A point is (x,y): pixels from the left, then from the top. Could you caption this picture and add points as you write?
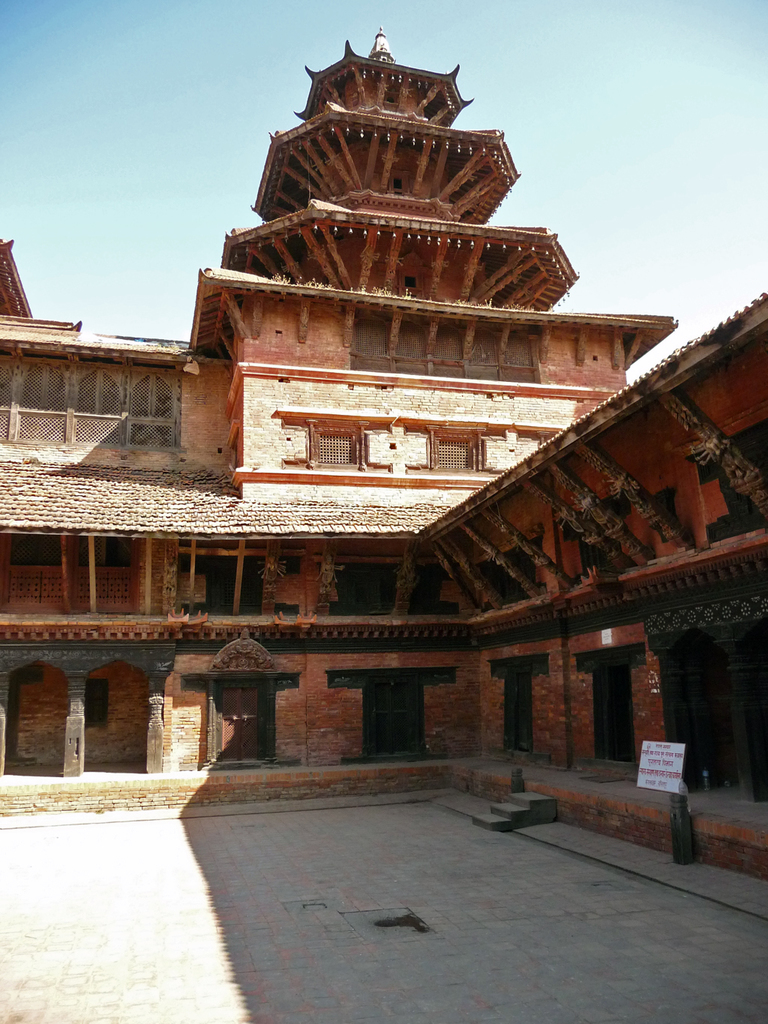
In this image in the center (320,456) there is a building (349,511) and some pillars (161,738) and board (646,746), at the bottom (314,888) there is a walkway (65,894) and at the top (128,272) there is sky (126,260).
